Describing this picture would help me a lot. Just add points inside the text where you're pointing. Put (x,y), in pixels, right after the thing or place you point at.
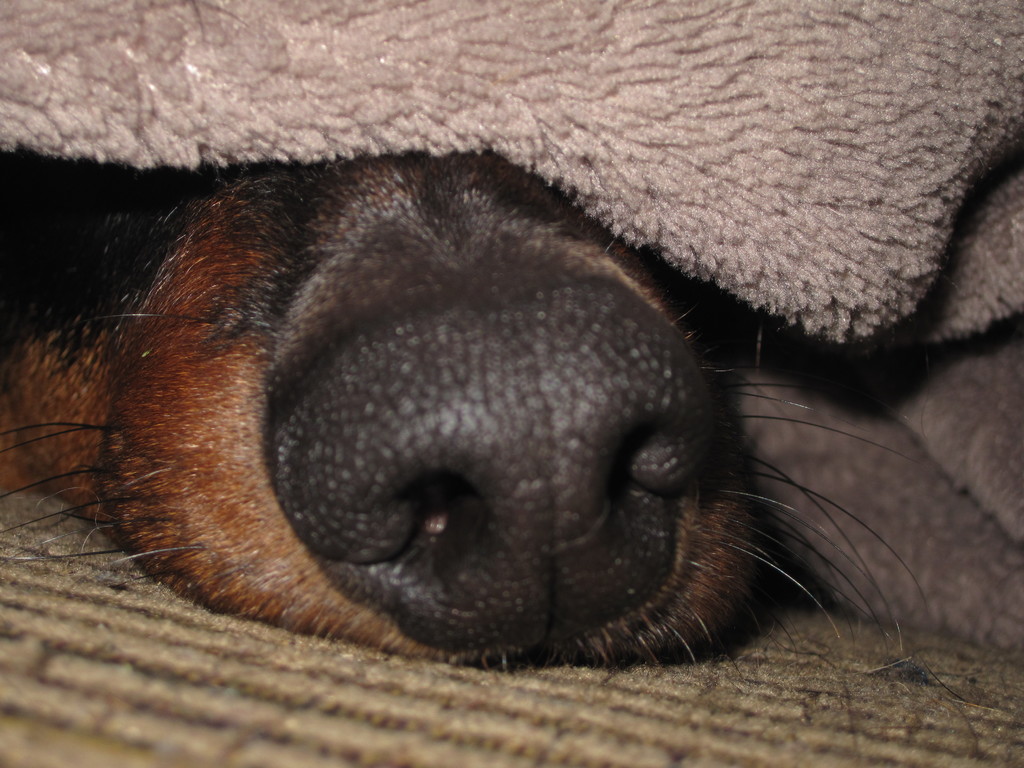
In this image we can see the dog nose (354,484) under the blanket (427,55).
